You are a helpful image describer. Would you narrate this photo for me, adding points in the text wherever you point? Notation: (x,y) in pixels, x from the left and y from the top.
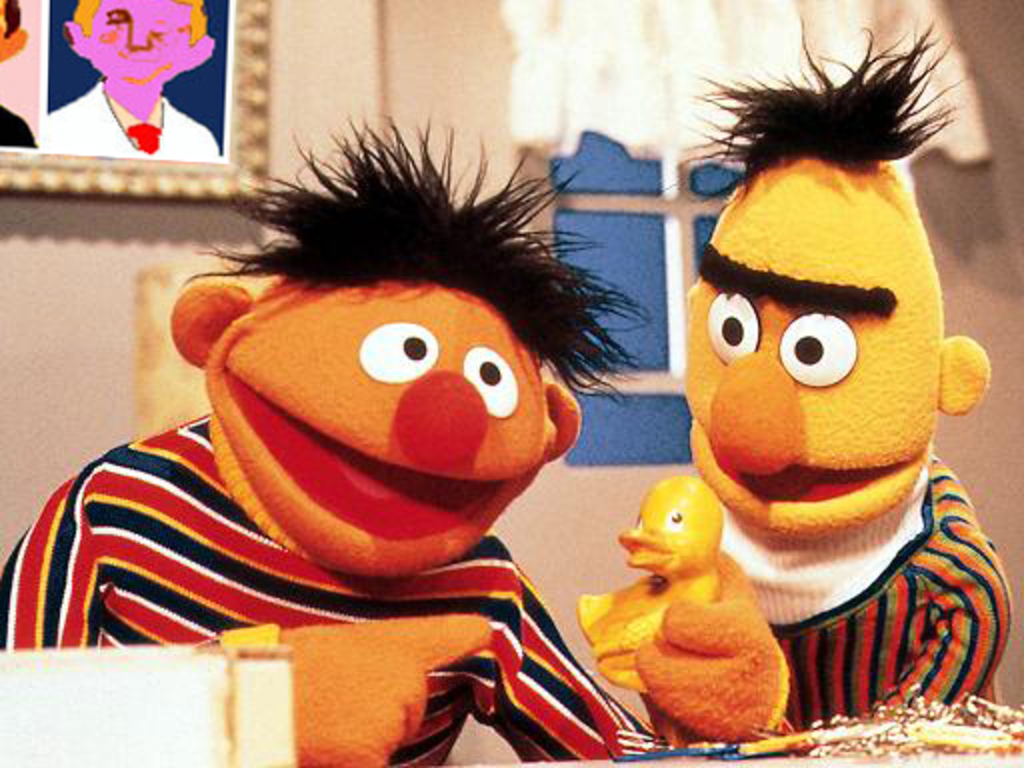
In this image, we can see some puppets (593,716). We can also see a toy (711,525). We can see the wall (102,330) with a window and a white colored object (567,75). We can also see the photo frame (263,172). We can see an object (17,658) on the bottom left (256,623).
